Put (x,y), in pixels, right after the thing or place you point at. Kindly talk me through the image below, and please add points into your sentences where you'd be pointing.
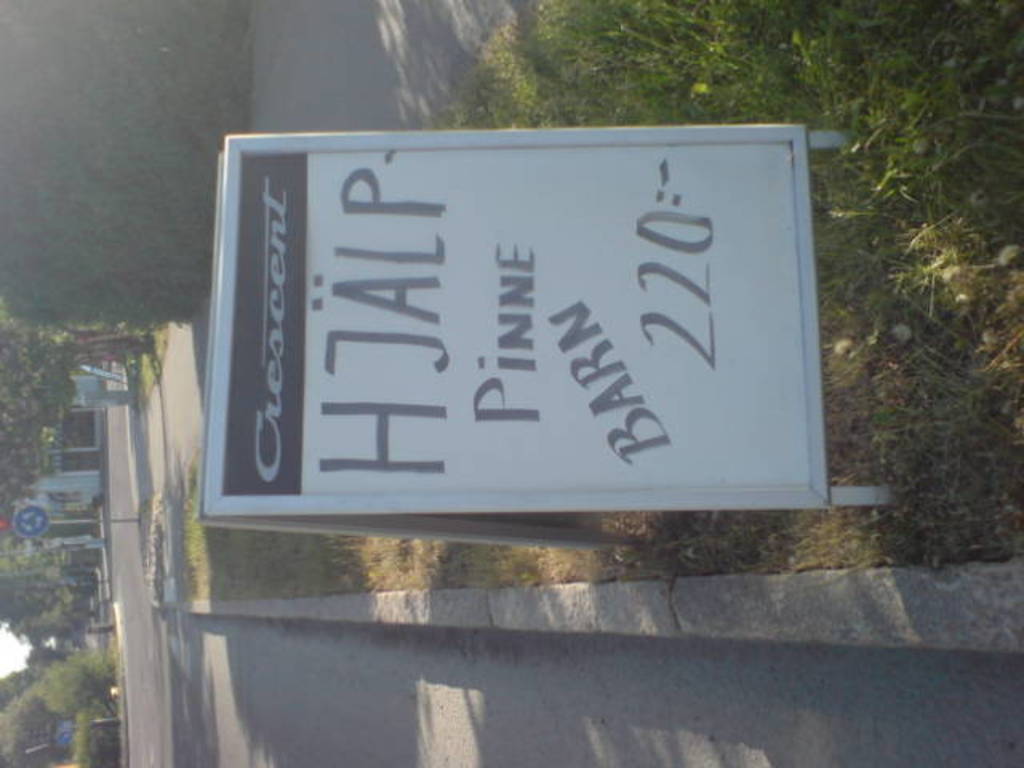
In this picture we can see a sign board (332,378), in the background (64,518) we can find few trees (55,378), metal rods (57,520) and houses (95,489).
